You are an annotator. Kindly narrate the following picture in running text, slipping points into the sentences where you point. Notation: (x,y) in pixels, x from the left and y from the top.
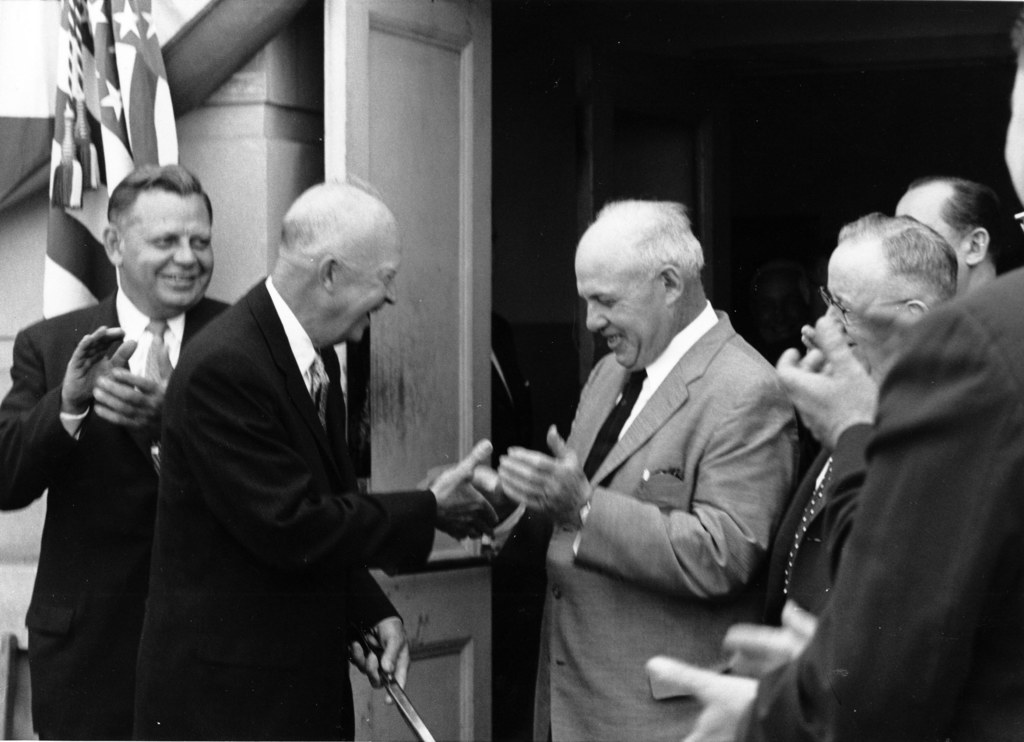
In this picture we can see a group of people (571,525) standing and smiling and in the background (418,376) we can see a flag (72,99), door (409,193) and it is dark.
